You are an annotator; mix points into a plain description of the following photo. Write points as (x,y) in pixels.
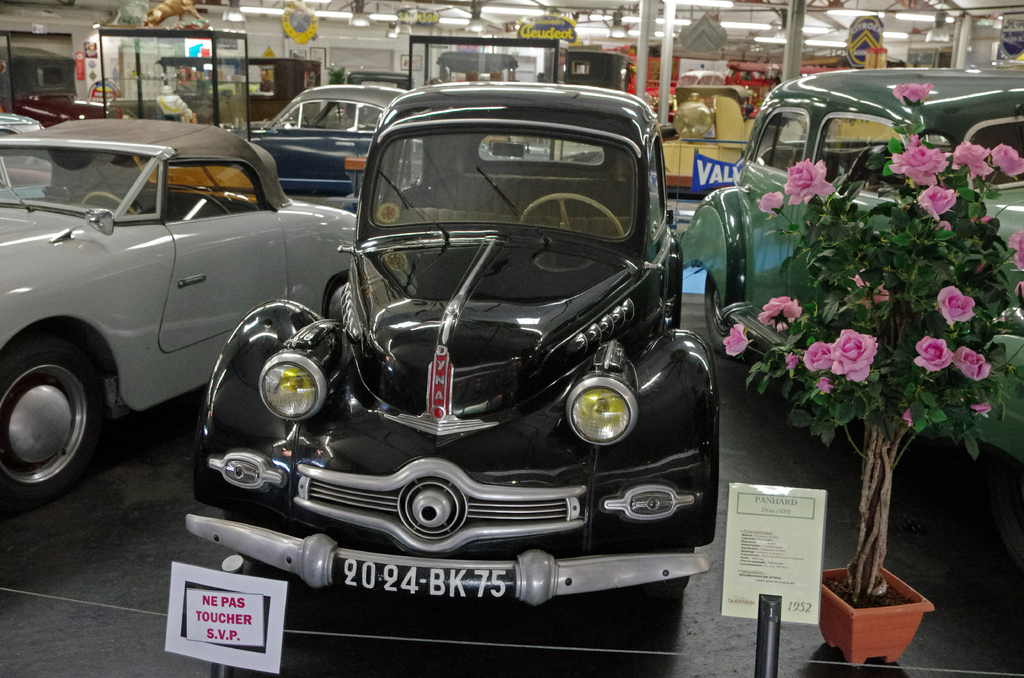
In this picture we can see posts (769,675), poles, vehicles (235,311) on the floor (938,536), house plant (856,403) with flowers (932,341) and in the background (528,52) we can see name boards (287,19), glass boxes (122,95), lights (714,2) and some objects (140,24).
